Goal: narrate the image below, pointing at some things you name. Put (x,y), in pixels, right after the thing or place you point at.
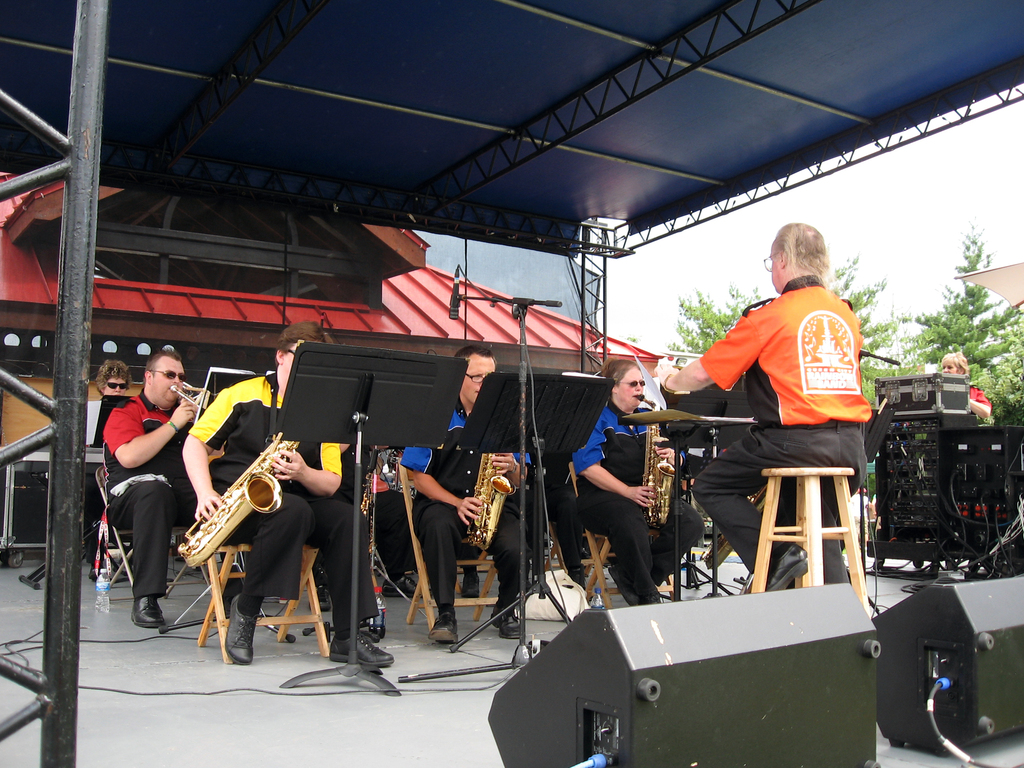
There are bunch of musician (388,503) playing saxophone (257,474). One man (776,426) is guiding them. In front of each musician (280,534) there is a stand (361,391). There is a microphone (455,316) in front of the musicians (470,358). There is a building (409,289) in the background (395,259) which is having a red roof (394,290). There is bottle (102,579) beside musician (285,546). There are trees (869,305) outside. The sky (936,186) is clear. One lady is standing in front of some music system (943,448). The musicians (122,382) are wearing glasses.
